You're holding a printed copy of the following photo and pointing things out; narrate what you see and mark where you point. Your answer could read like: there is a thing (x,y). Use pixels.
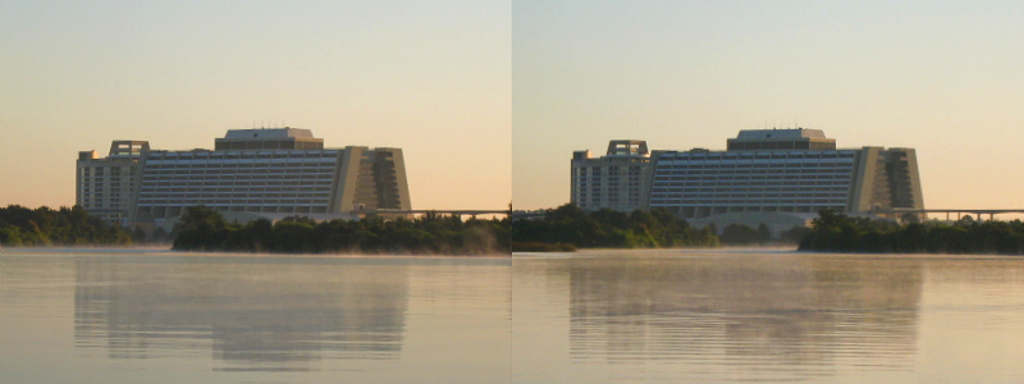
This is a collage image. In this image we can see buildings (229,164), trees (904,243) and sky (558,35). At the bottom of the image (243,308) there is water (184,352).
